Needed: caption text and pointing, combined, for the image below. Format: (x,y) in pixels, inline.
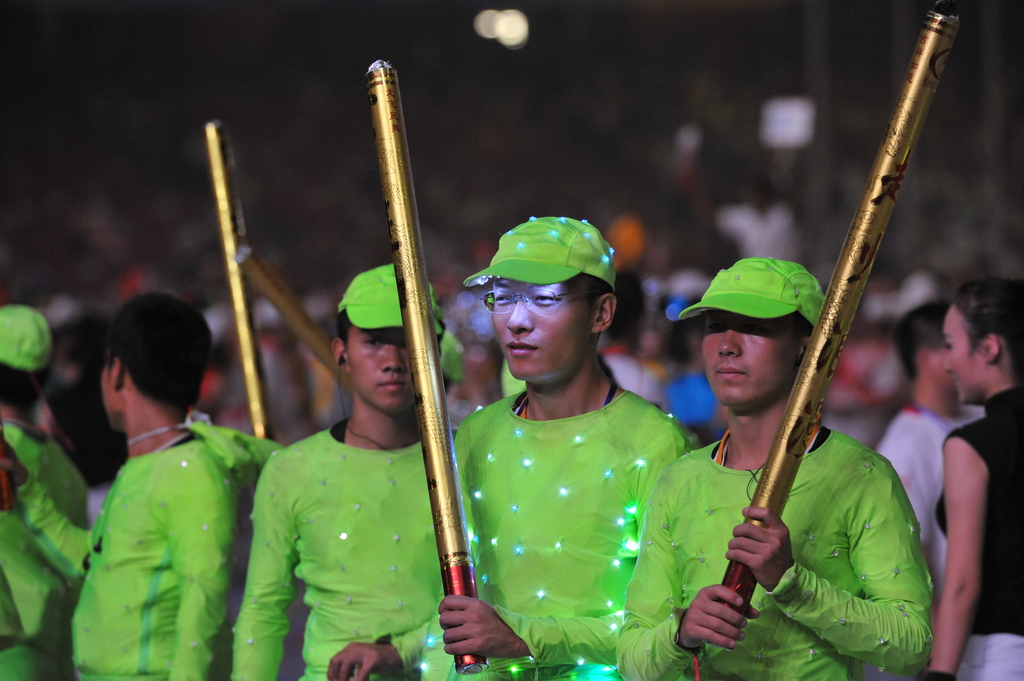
In this image, we can see many people (706,467) and some of them are wearing caps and holding streamers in their hands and the background (569,201) is blurry. At the top (499,30), we can see some lights (483,34).
